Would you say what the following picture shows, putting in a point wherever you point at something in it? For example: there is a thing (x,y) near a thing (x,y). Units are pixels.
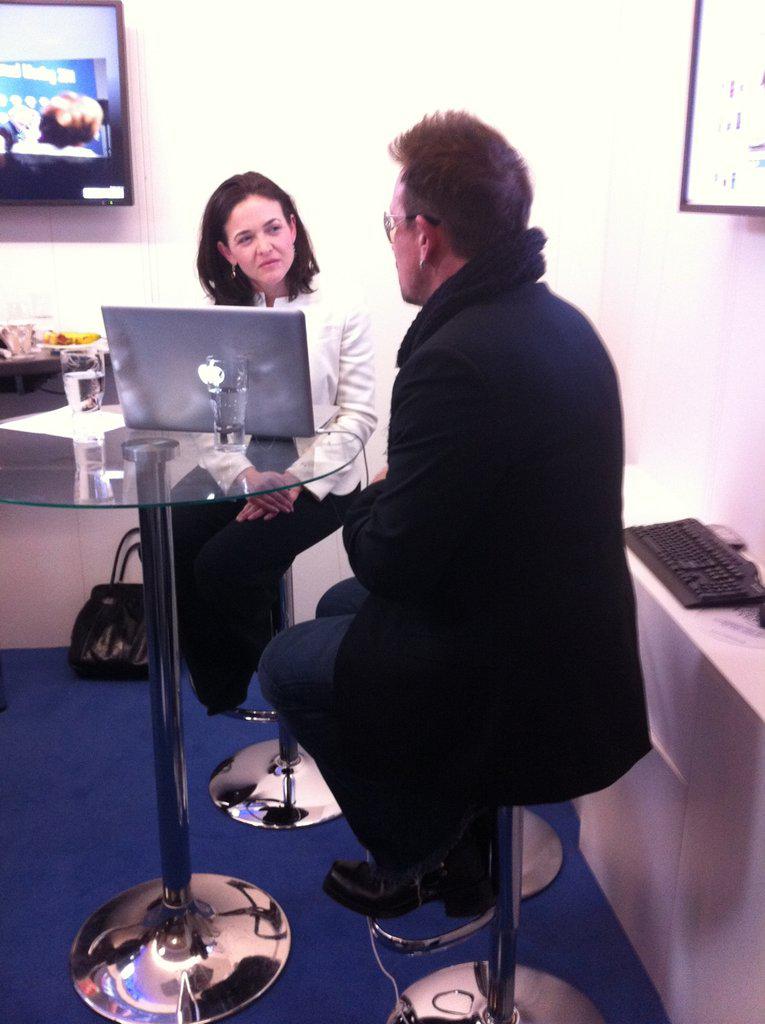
In this picture there are two people (341,340), a woman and man (463,271). The woman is looking at man (407,390) and there is a table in front of them with water glass (233,378) a laptop (260,428) and onto the right side (751,602) there is the keyboard (673,560) and on the left (90,28) there is a television (82,87).
